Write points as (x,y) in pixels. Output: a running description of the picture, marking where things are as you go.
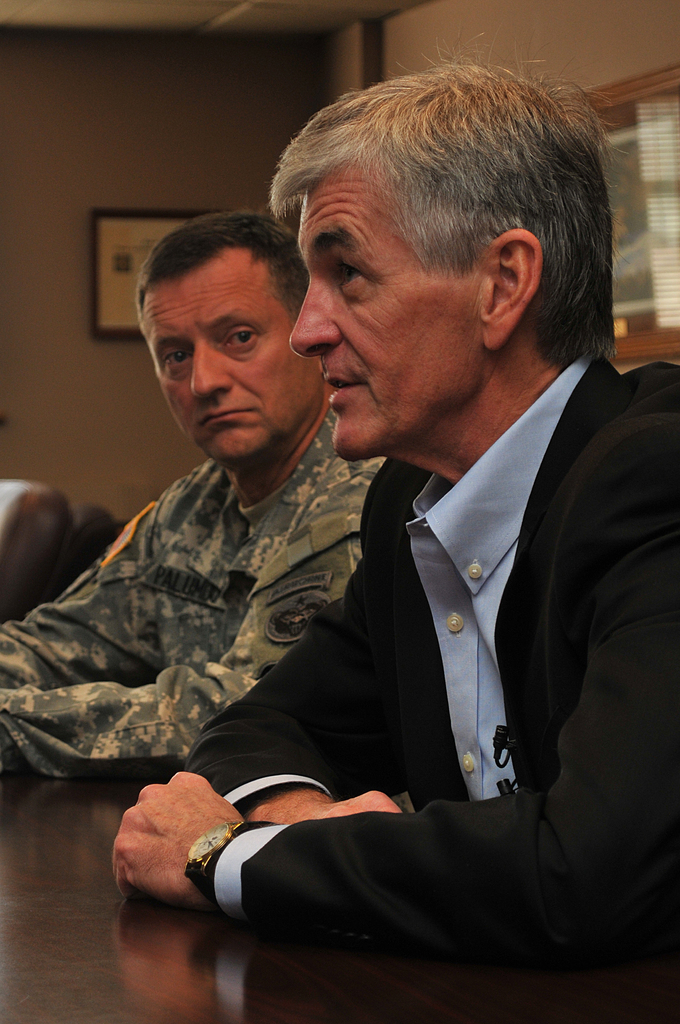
In this image two people (381,518) are sitting. A right most person (476,525) is speaking and leftmost person (229,528) is listening.
